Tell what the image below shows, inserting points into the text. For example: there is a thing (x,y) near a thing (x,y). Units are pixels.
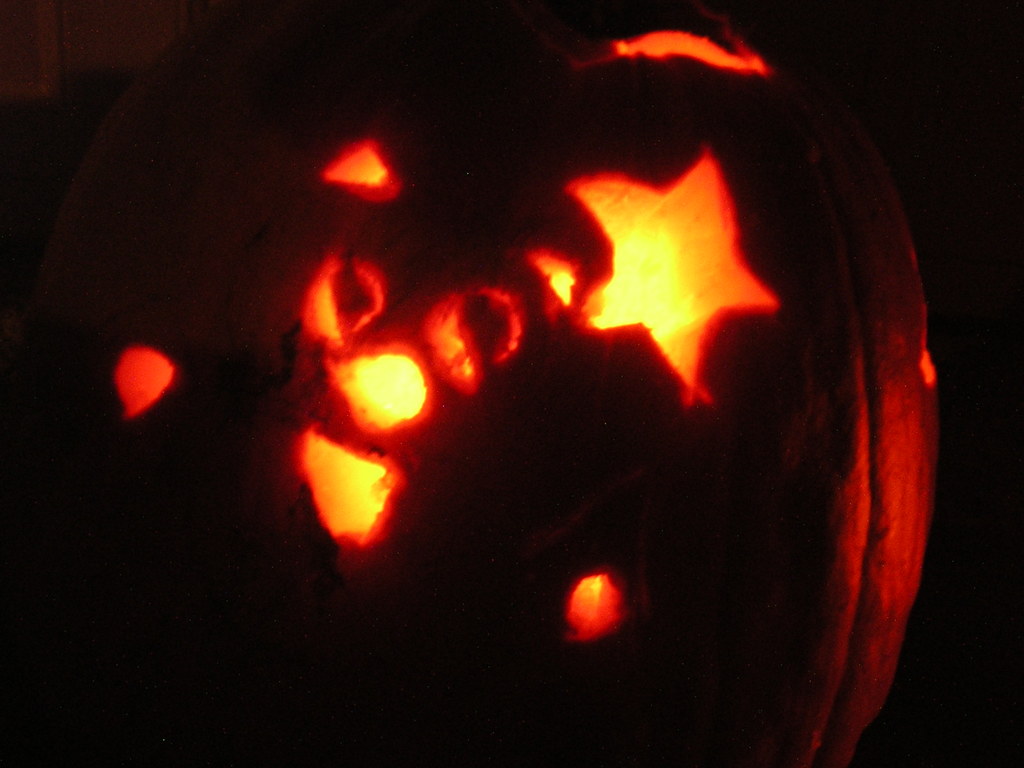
This is a zoomed in picture. In the center (401,409) there is an object (442,531) seems to be a Halloween (662,451) pumpkin and we can see the lights (656,309). The background of the image (963,125) is very dark.
